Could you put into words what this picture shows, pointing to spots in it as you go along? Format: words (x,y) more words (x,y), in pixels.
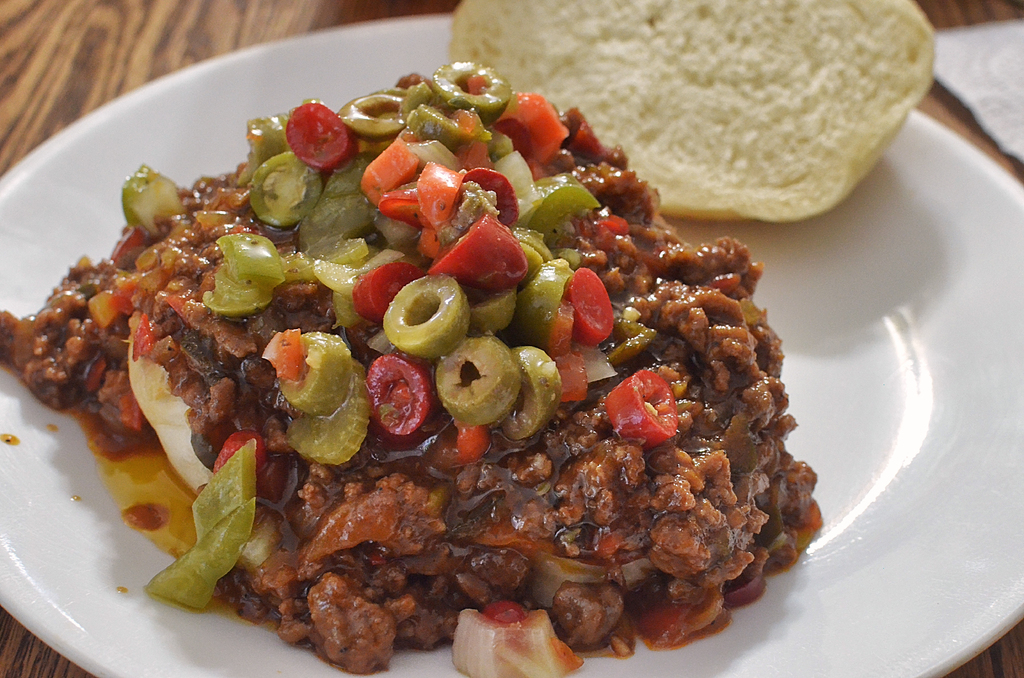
In this picture there is a plate (71,421) in the center of the image (624,343), which contains food items (488,239) in it.
